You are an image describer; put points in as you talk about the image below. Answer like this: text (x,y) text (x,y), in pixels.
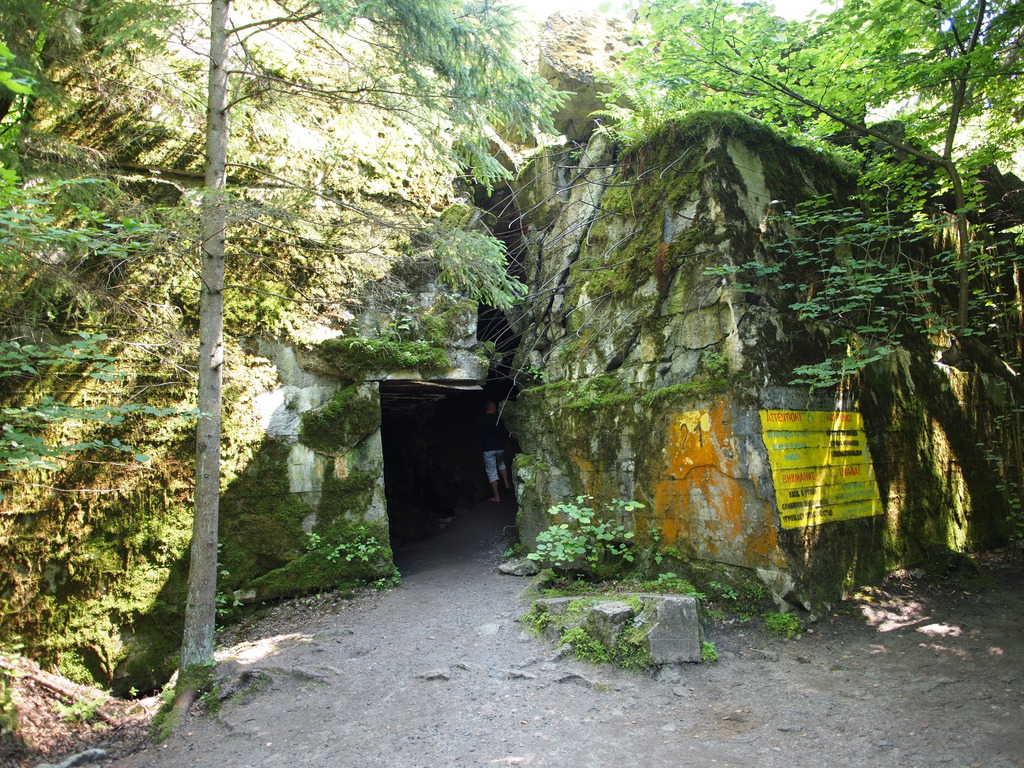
In this image we can see cave (480,194). On the right (820,222) and left side of the image (173,345) we can see trees (84,257).
